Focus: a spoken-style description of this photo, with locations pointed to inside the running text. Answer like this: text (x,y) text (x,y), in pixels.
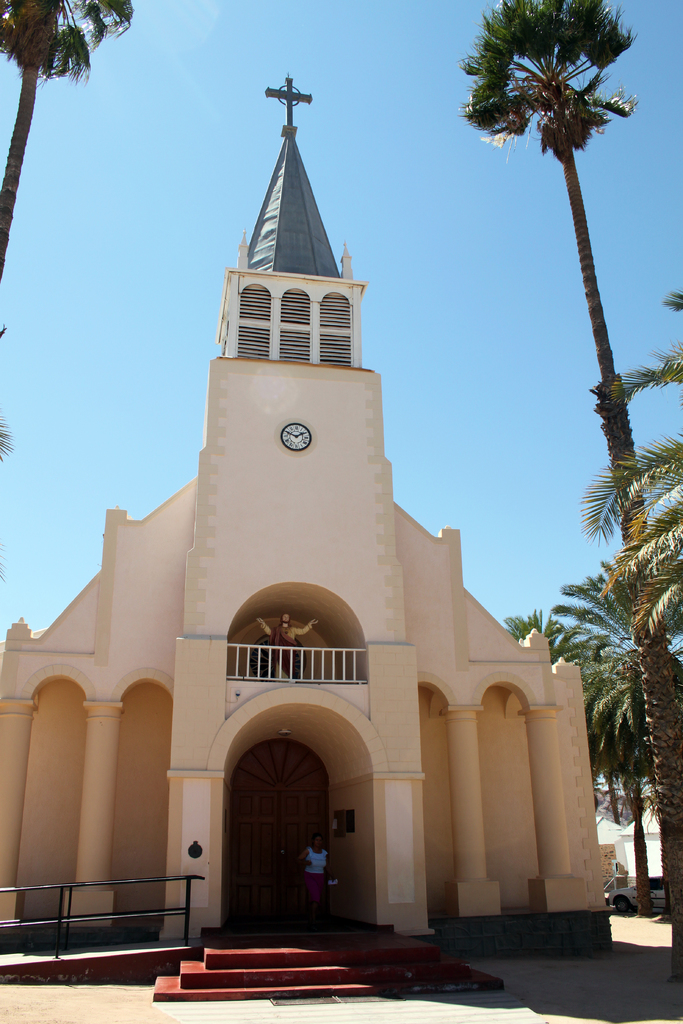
Here in this picture we can see a church (242,676) present over there and at the top (306,98) we can see Christianity symbol (306,98) and in the middle (301,448) we can see a clock (296,440) present and below it we can see a Jesus statue (291,634) present and at the bottom (312,865) we can see a person (304,857) standing near the door (323,832) and we can see trees (597,674) present on either side and in the far we can see a car (631,898) present on the road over there.
